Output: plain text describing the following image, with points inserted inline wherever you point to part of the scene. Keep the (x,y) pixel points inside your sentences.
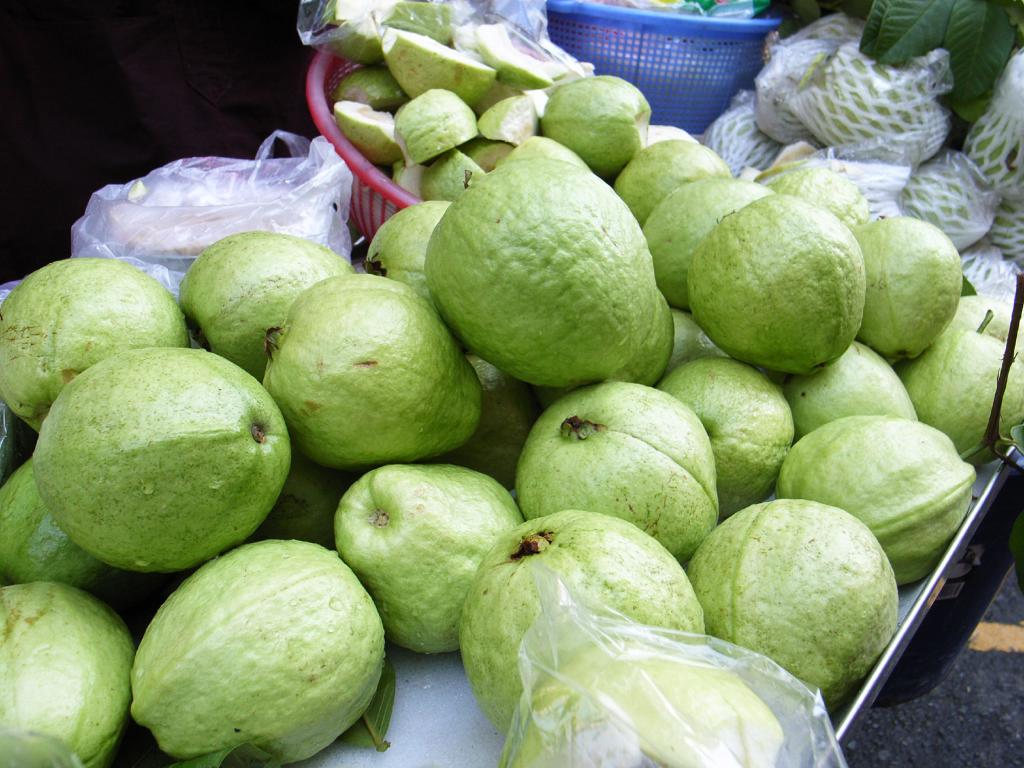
In this image we can see some fruits (533,435) in the baskets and a tray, also we can see some other objects (841,47).
